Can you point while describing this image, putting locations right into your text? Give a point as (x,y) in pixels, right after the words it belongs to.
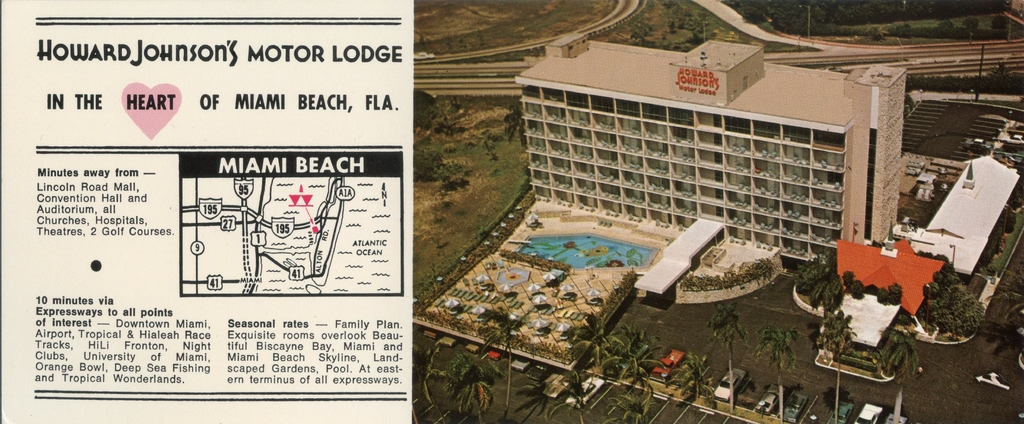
This is an edited image, where there is a map (288,208) on the left side (326,249), right side (720,80) there are buildings (687,268), trees (633,343), vehicles (869,403), poles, roads (809,317), swimming pool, umbrellas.
